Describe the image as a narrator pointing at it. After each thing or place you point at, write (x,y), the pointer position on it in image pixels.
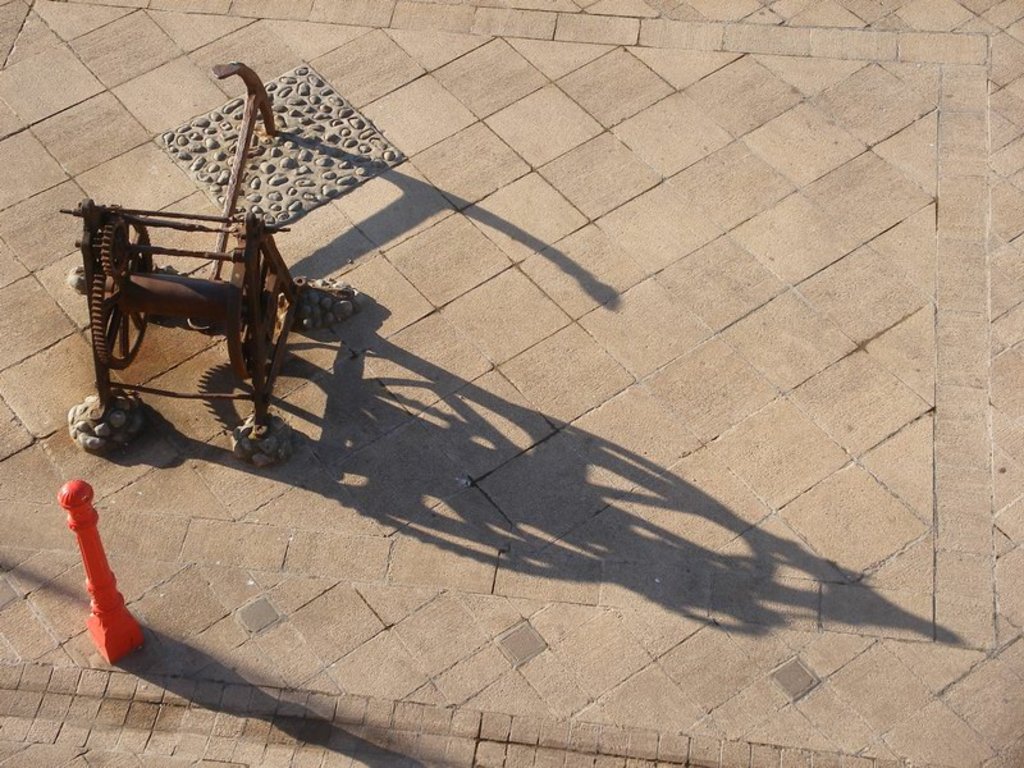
In this image we can see an object (154,293) which is kept on the cream color floor (580,449) and a red color object (116,610) is also placed on the floor (53,613).
